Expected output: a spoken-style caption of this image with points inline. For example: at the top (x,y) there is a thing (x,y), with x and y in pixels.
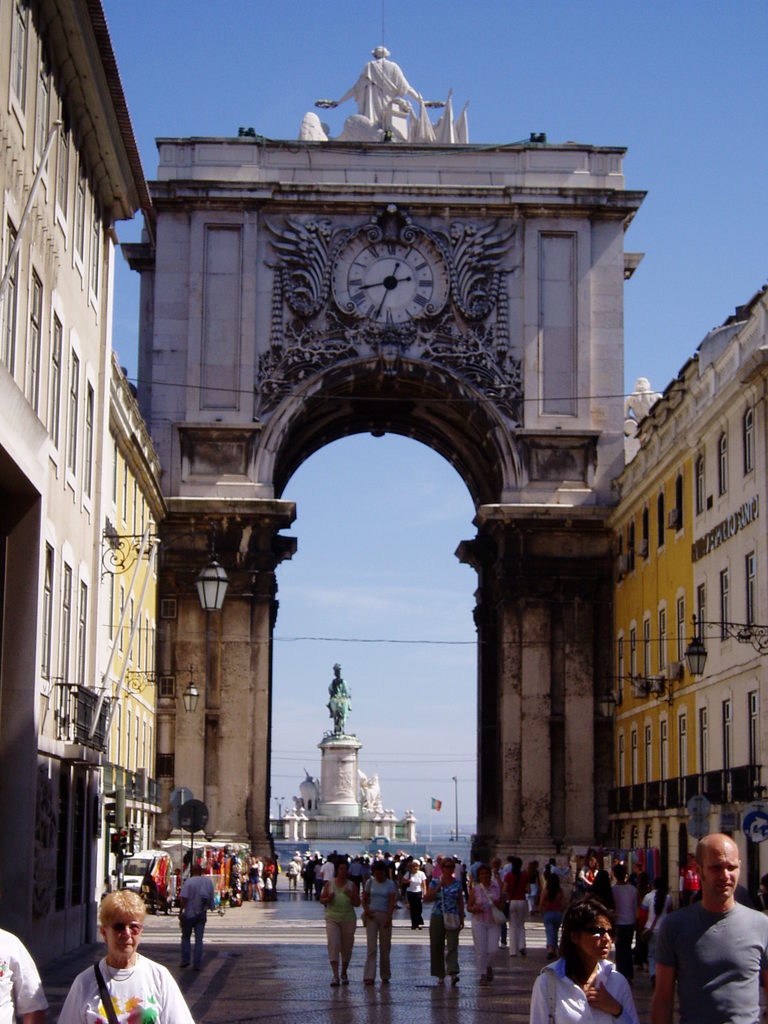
In this image there are a few people (338,905) walking on the streets (303,905), in the background of the image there is a clock (360,301) on the wall (306,334) and there is a statue (369,799), on the either side of the street (356,912) there are buildings (59,641).
